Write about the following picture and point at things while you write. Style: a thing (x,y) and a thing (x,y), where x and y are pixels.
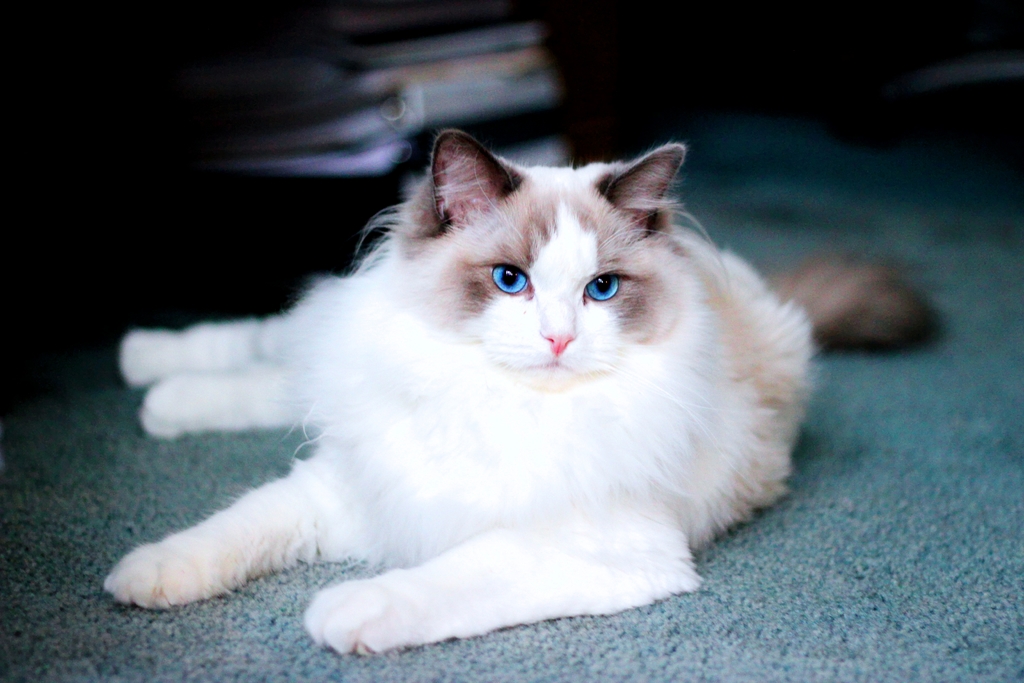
In this image there is a cat (582,477) on the surface (818,630) and the background (705,84) is blurry.
